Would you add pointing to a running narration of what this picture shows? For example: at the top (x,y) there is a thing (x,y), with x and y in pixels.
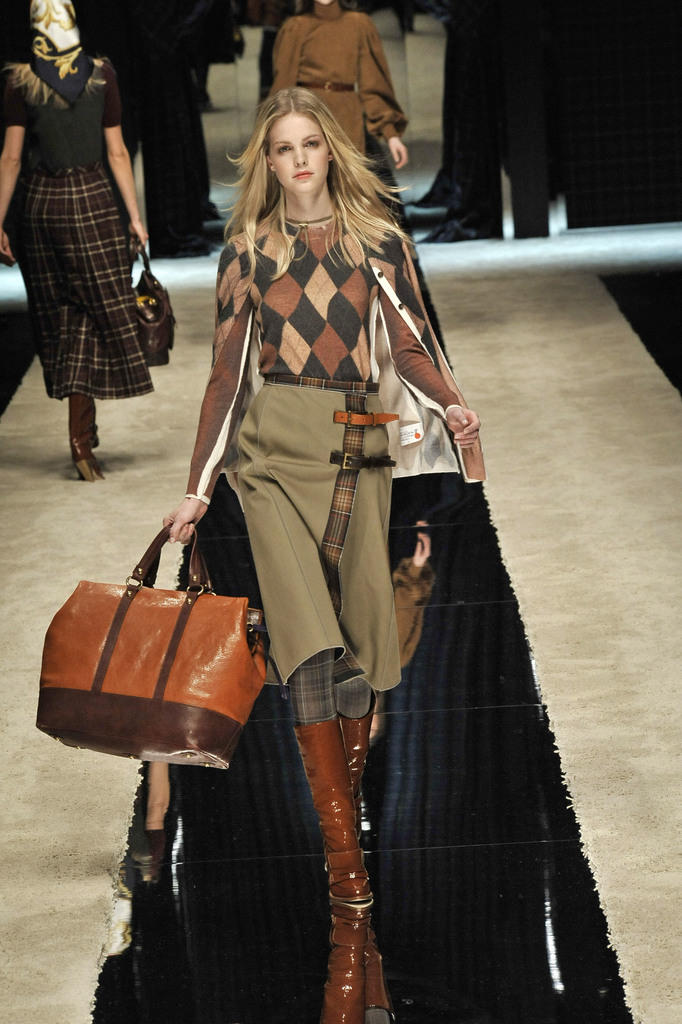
In the image we can see there is a woman (352,679) who is standing on the stage (283,847) and holding a bag (130,689) and at the back (130,247) there are lot of woman (44,193) standing.
